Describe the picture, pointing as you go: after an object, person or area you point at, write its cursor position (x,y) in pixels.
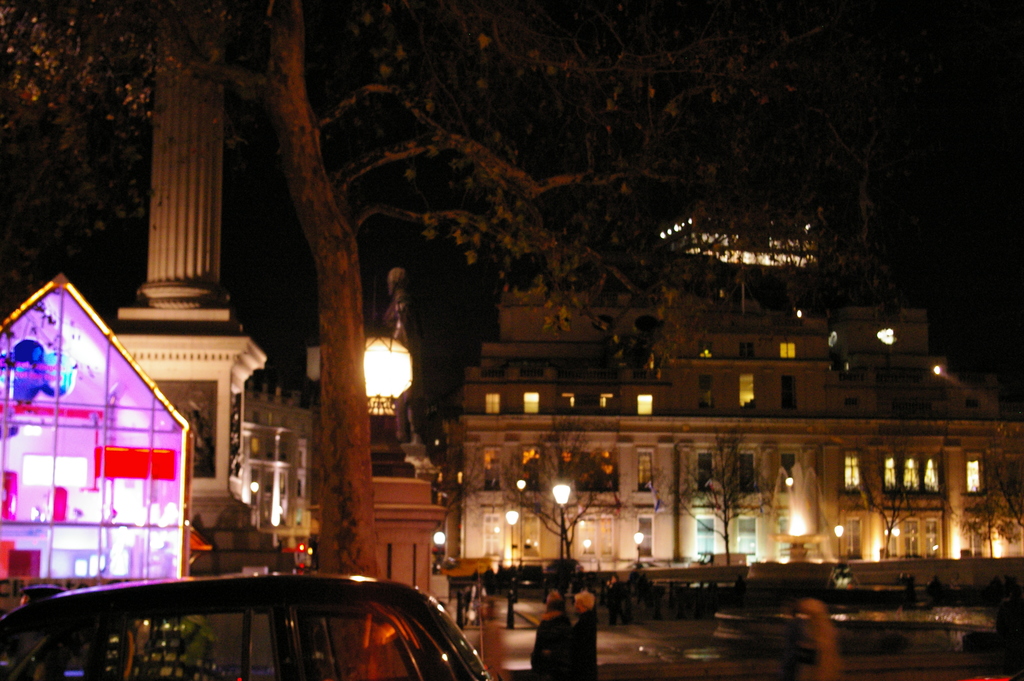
This picture is taken in the dark where we can see a car (264,675) parked here and a few people (491,590) are walking on the road (506,602). In the background (19,531), we can see the light house (51,554), light poles (375,425), statue (399,430), pillar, buildings (536,413), trees (348,411) and the dark sky (307,337).
